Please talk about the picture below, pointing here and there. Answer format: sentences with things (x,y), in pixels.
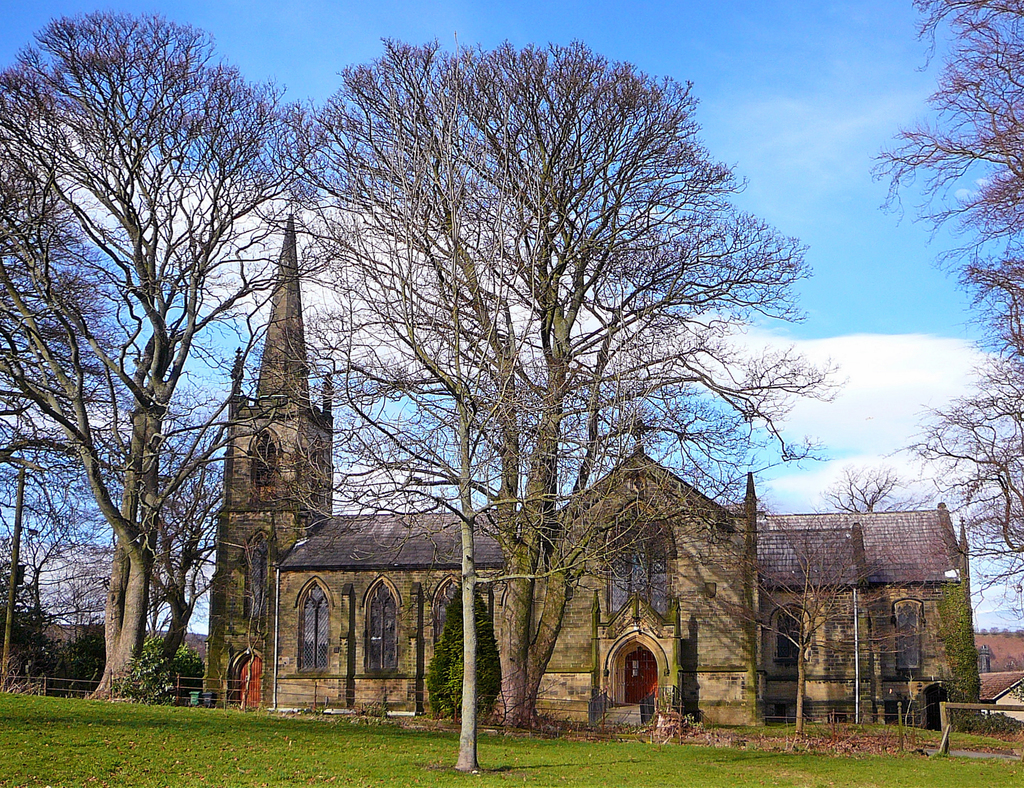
This picture is clicked outside. In the foreground (879,757) we can see the green grass (186,720), trees (187,426) and some other objects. In the center (372,524) there is a house (877,548) and a spire (259,506). In the background (917,260) there is a sky (891,229) with the clouds (904,399).
